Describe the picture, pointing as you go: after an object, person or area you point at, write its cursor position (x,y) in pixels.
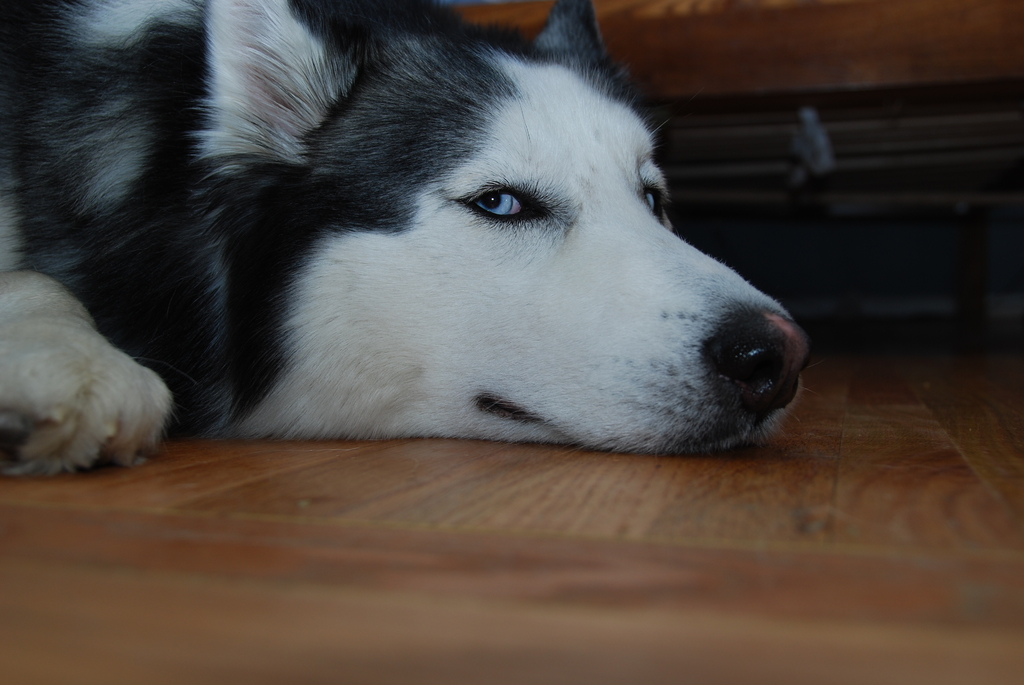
In this image there is a dog (439,244) lay on the wooden floor (79,637).
